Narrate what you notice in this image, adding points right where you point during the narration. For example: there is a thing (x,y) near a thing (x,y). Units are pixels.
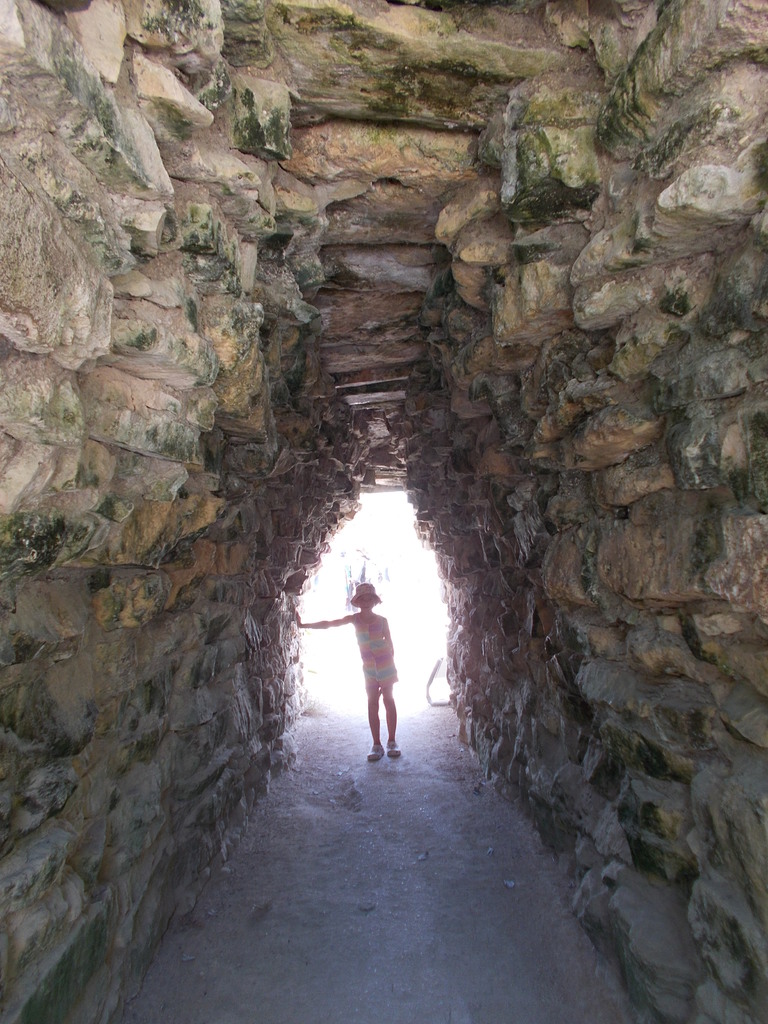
Here we can see a girl (374,714) standing on the ground (346,848) in a cave (307,537) and she wore a hat (360,593) on her head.
